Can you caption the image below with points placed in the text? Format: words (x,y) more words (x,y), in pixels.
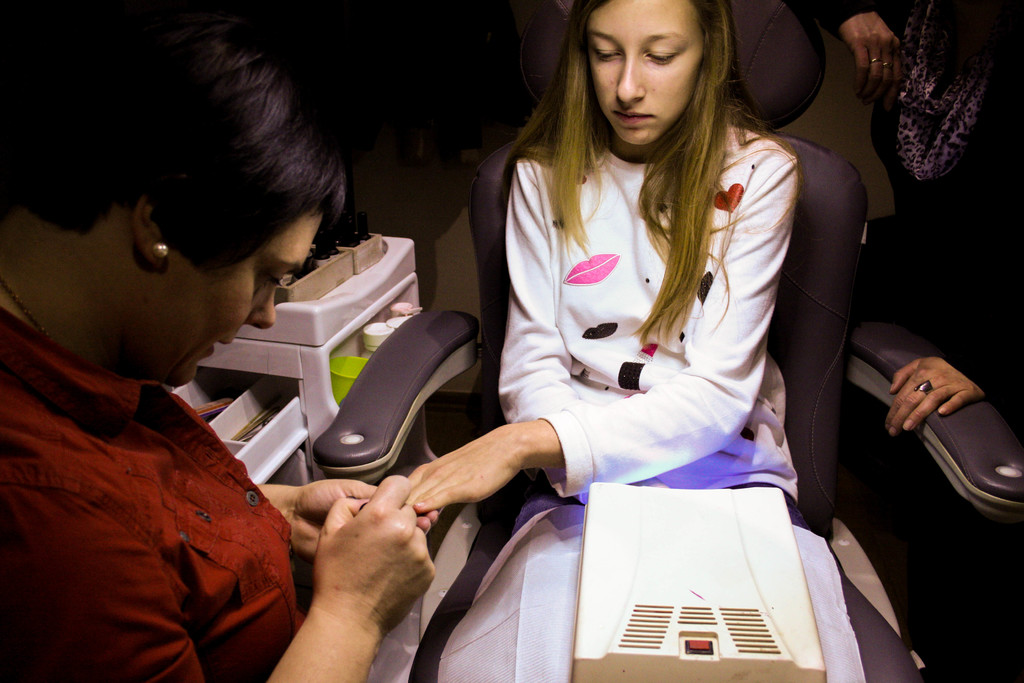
In this picture, there is a woman (550,255) towards the right (696,207). She is wearing a white top (613,342). Towards the left (71,472), there is another woman (134,453) wearing a red shirt (184,551) and holding the hand (506,444) of another woman (560,354). Towards the right corner (916,385), there is a person (973,141) with a scarf (943,103). At the bottom (766,603), there is a device (667,546). Beside the woman (529,334), there is a table (375,288) with some objects (377,240).
